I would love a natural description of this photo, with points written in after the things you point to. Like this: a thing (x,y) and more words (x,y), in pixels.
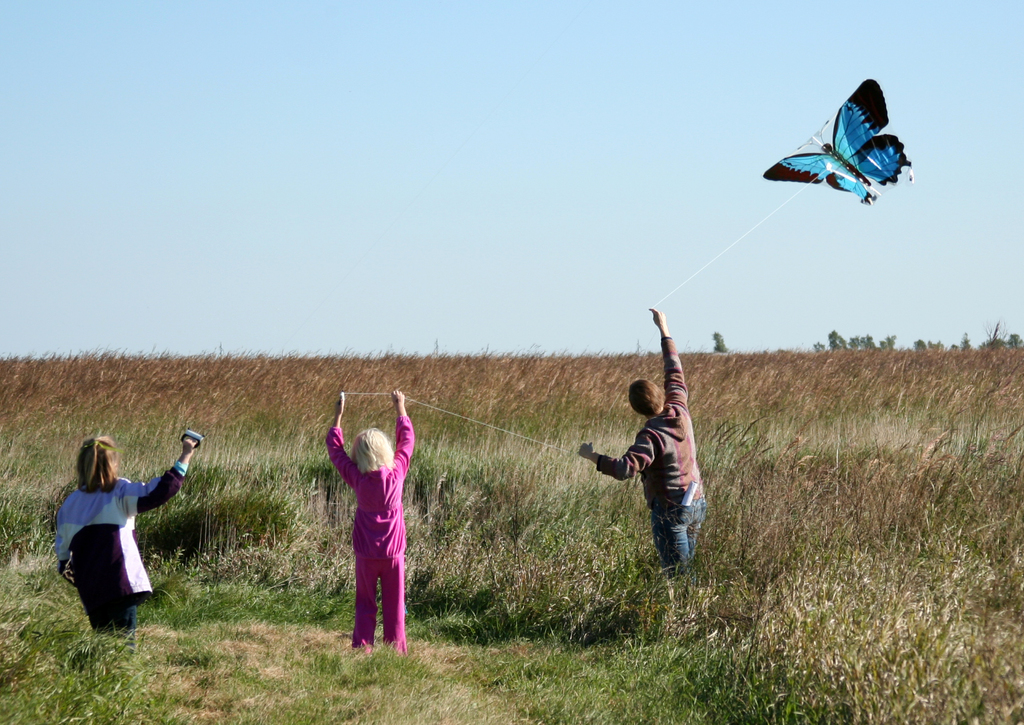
On the left side of the picture (100,488) there is a girl (120,502). In the center (375,436) there is a girl (387,523) in pink dress (395,523). Towards right (683,494) there is a person (669,457) flying kite (814,157). This is a field (762,410). Sky (97,170) is clear and it is sunny.
